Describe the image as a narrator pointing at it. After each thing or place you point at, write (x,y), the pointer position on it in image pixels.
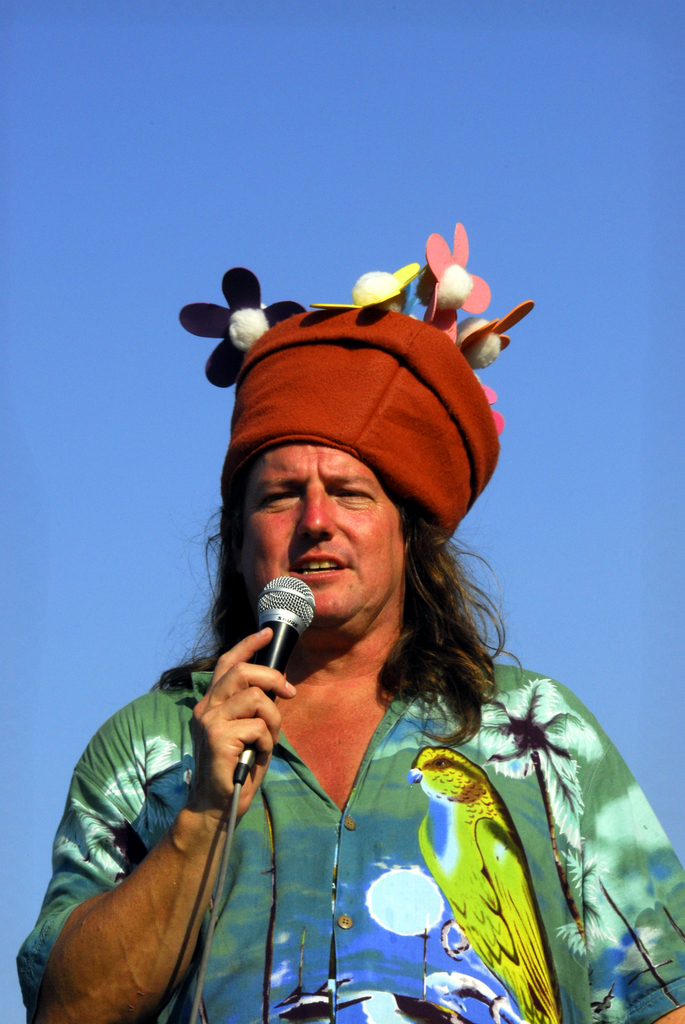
In the image there is a man (195,726) who is holding microphone (262,664). He is also having long hair (427,612) and wearing red color cap (337,407).
